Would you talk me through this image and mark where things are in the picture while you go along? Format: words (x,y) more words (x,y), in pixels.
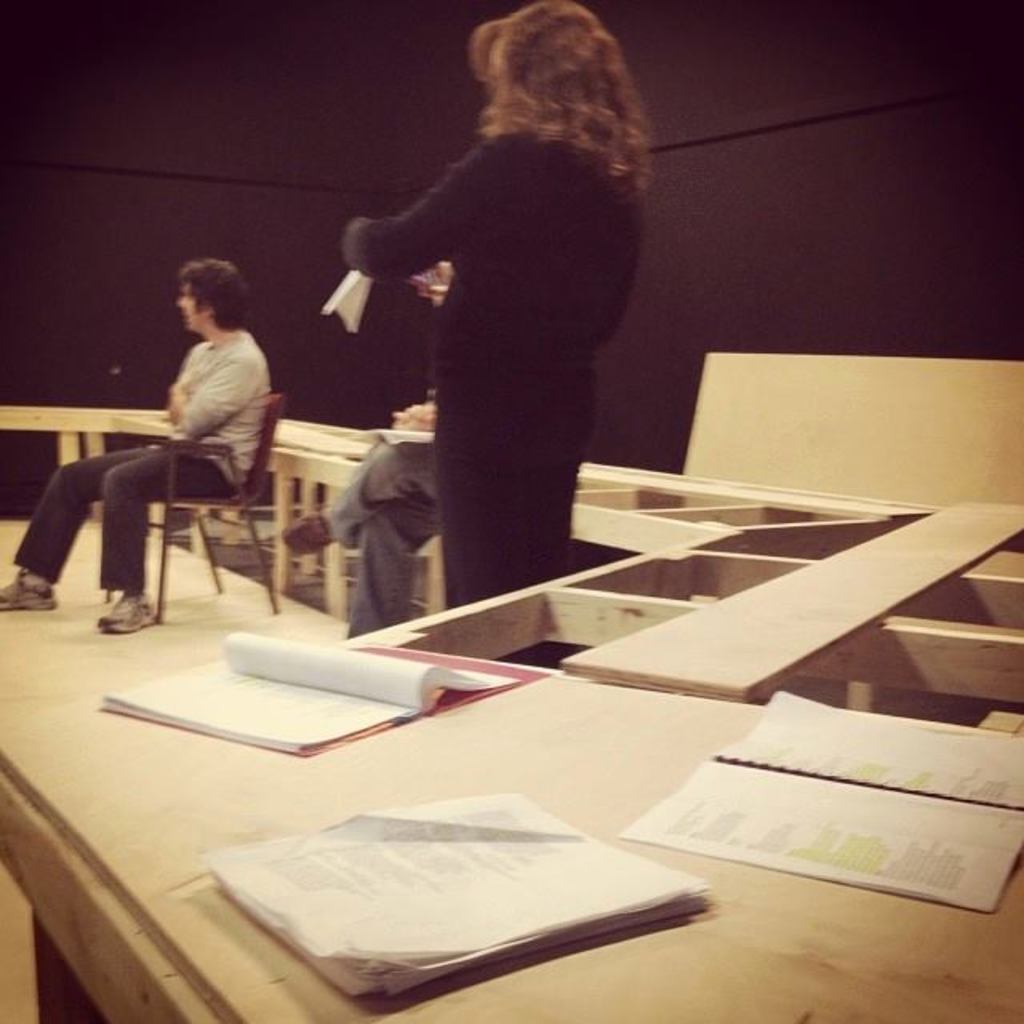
In this image I can see three people (386,480) and there are some books (676,836).
